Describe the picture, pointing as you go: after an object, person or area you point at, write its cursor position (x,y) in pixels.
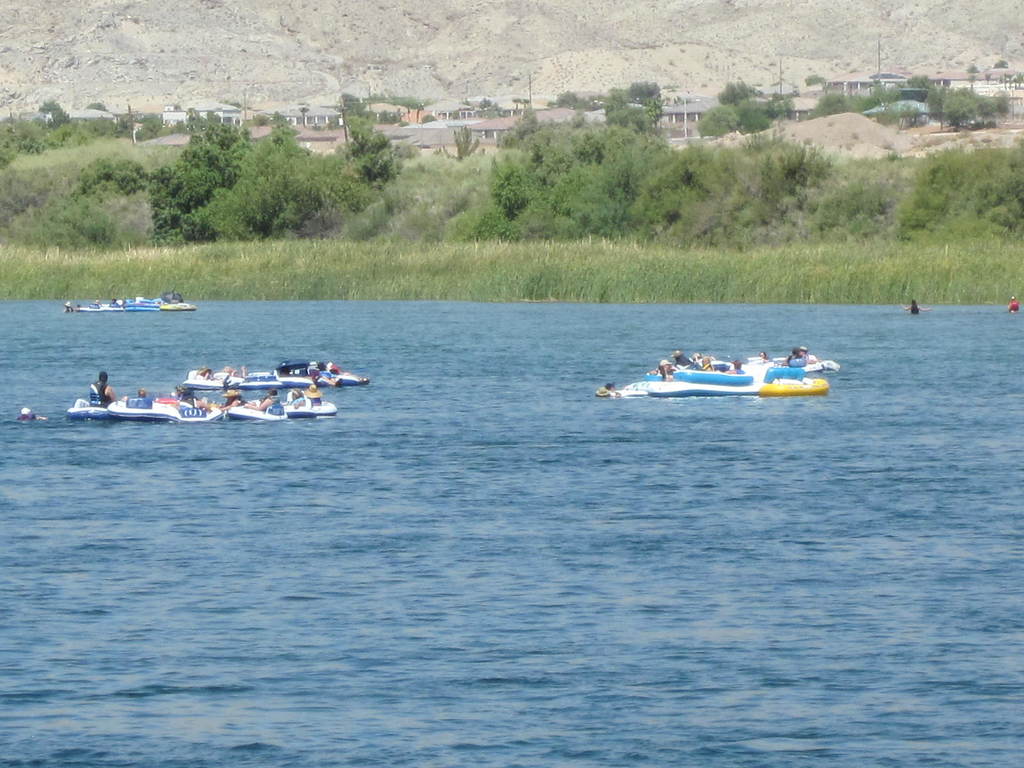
In this image in the center (682,381) there are persons (300,395) floating on tubes (715,366) and in the background (647,215) there are plants (349,198), buildings (333,128) and in the front (397,570) there is water (422,547) and on the right side (917,308) in the background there are persons (904,309) in the water (965,312).
